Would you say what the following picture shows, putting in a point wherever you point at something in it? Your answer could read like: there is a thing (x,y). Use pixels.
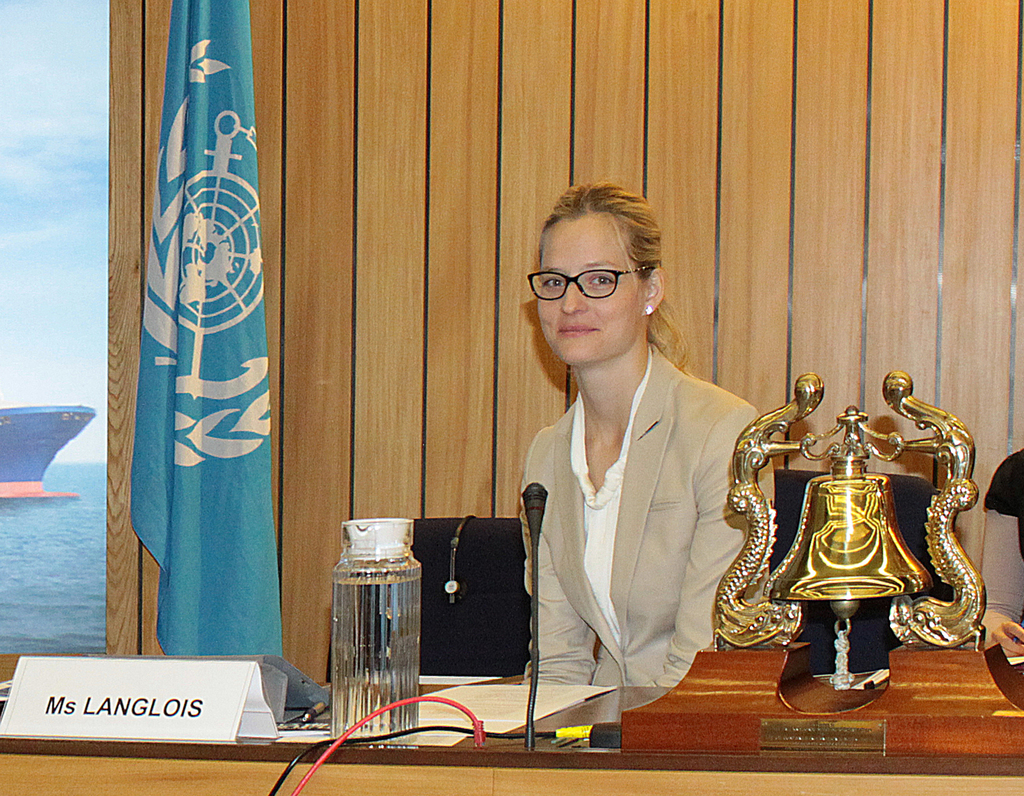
In the foreground of this picture (528,470), there is a woman (637,609) in cream colored coat (546,536) having smile on her face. In front of her there is a table (669,792) on which a mic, a jug (395,637), cables (356,738), papers (505,705), a memento (865,597) is on it. In the background (609,40), there is a wooden wall (365,63) and the flag (202,130).
